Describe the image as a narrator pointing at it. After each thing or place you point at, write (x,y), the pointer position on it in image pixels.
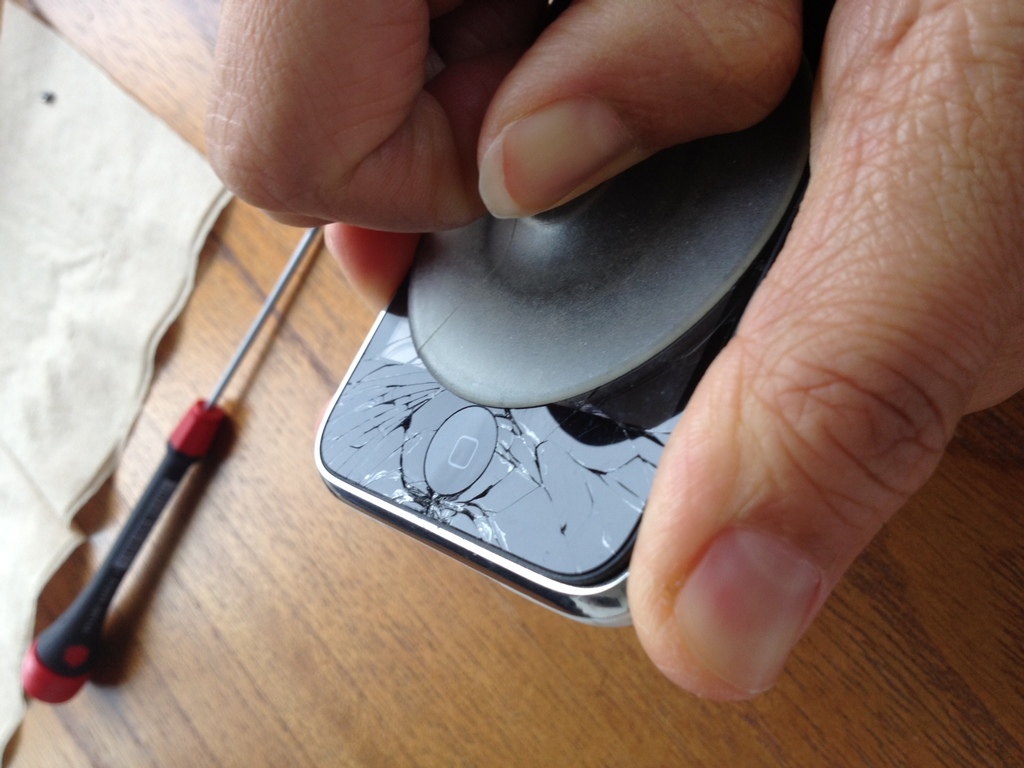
In the center of the image (384,292) we can see a person (647,153) is holding a mobile (657,417). In the background of the image (192,411) we can see paper (138,267) and object (190,429) are present on the table (202,480).
